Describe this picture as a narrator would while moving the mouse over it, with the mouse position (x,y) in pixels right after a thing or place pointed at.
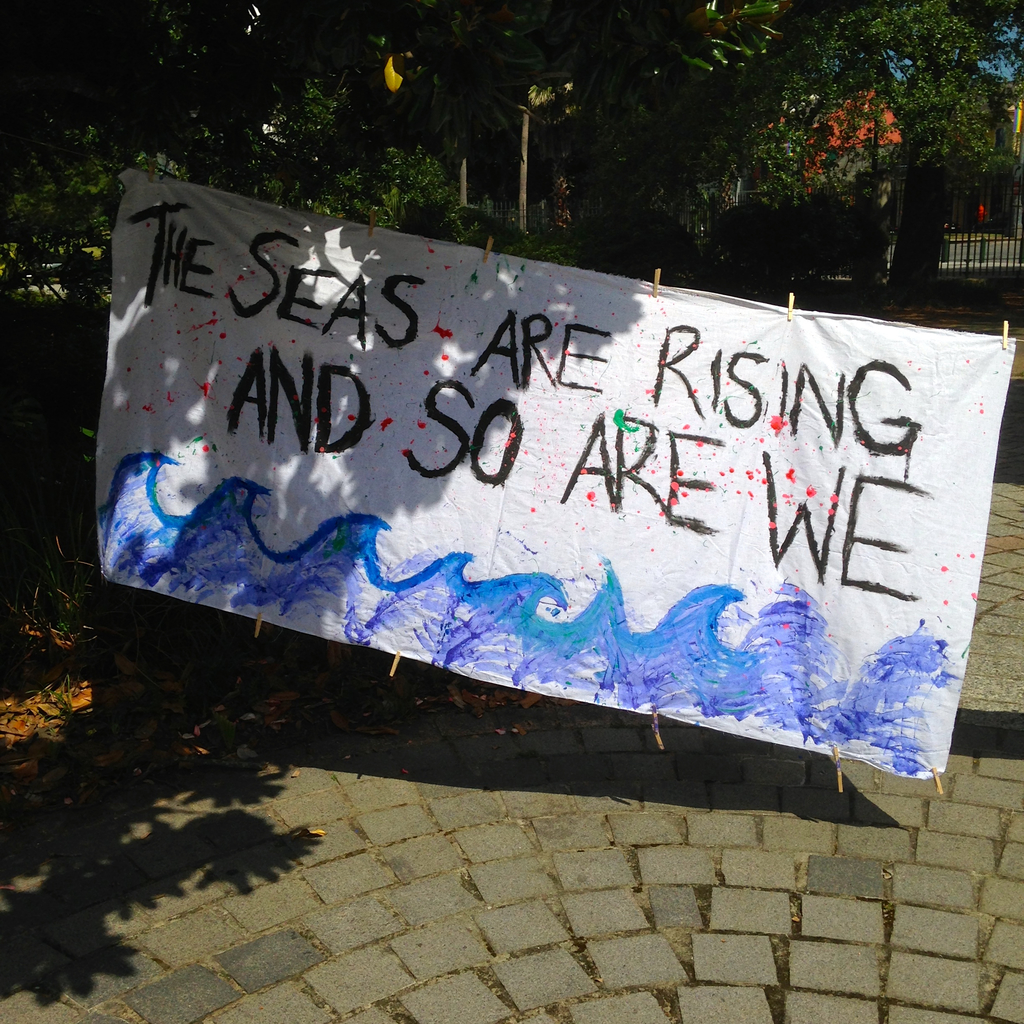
In this picture there is a poster (508,333) in the center of the image (504,420), on which it is written as ''the seas are rising'' and there is a boundary (970,198) on the right side of the image (1002,206).
